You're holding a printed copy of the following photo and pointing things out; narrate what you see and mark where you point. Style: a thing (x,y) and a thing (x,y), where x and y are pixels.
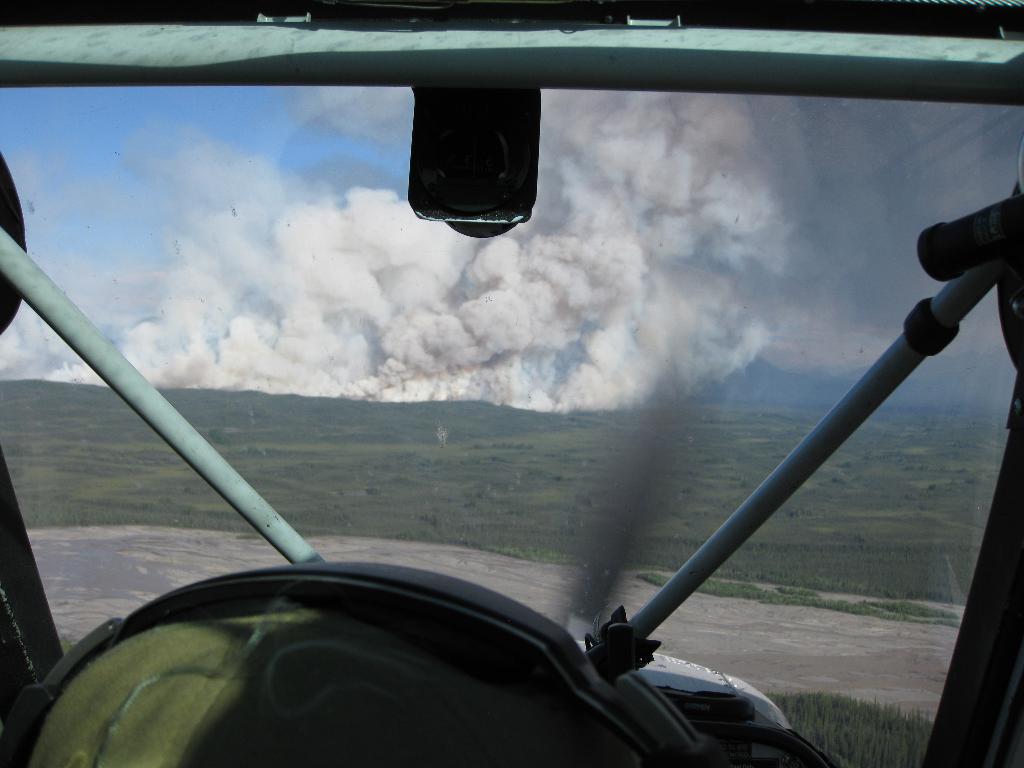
This image is taken from an airplane (477,133) as we can see there is a smoke (470,313) in the middle of this image (496,321) and there is a green land (496,479) at the bottom of this image (677,520).
